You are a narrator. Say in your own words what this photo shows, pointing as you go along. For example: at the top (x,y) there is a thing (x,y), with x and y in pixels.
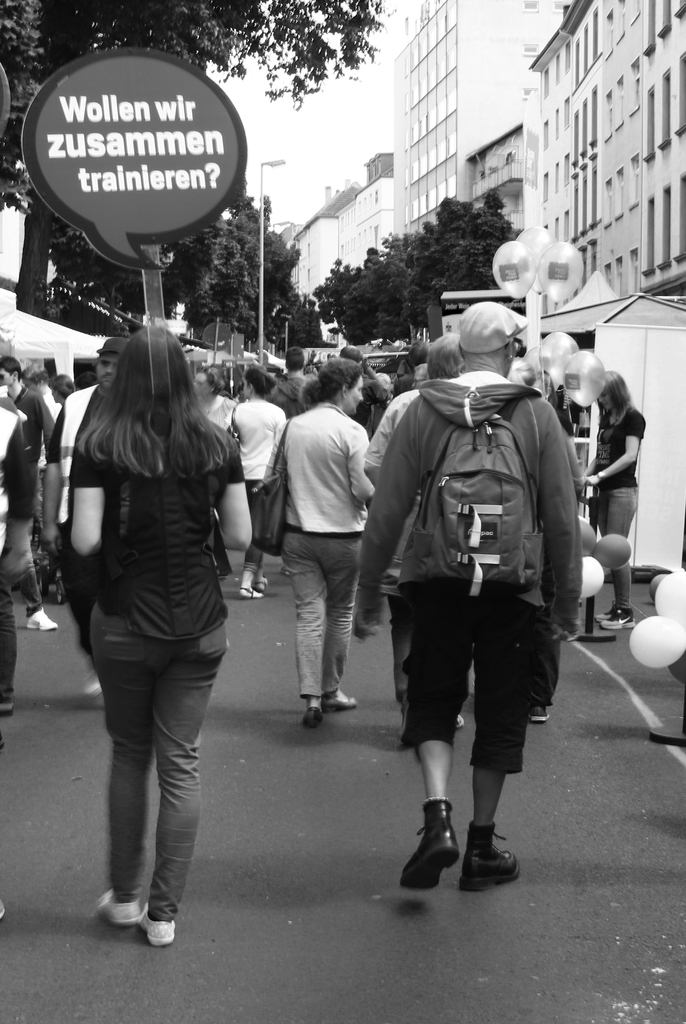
This is a black and white image. There are a few people (315,629), buildings (347,212), trees (249,236), poles (216,343), balloons (683,607), tents (681,392). We can see the ground (657,825) and the sky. We can see a board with some text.
